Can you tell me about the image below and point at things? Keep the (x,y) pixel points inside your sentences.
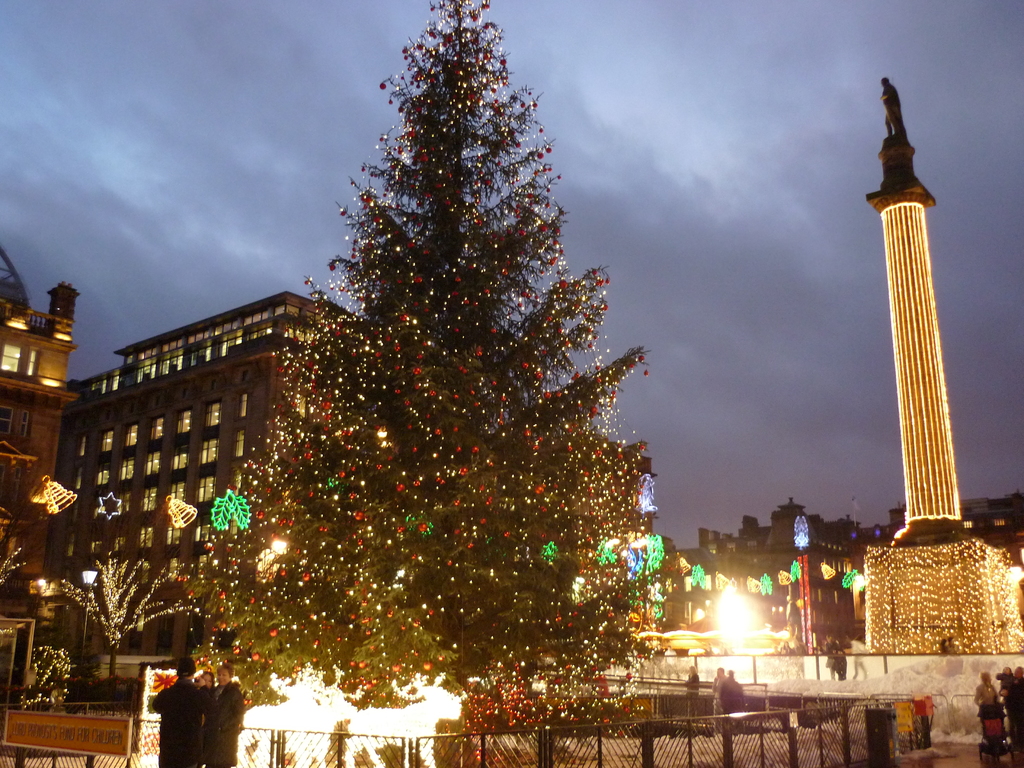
In this image we can see a tree (443,391) with lights (400,355), there are few buildings (187,471), people (183,725), windows (203,494), fence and other objects (641,500), we can see a tower (972,569), on the tower (938,569) there is a sculpture (882,79), in the background (561,203) we can see the sky (234,195).
